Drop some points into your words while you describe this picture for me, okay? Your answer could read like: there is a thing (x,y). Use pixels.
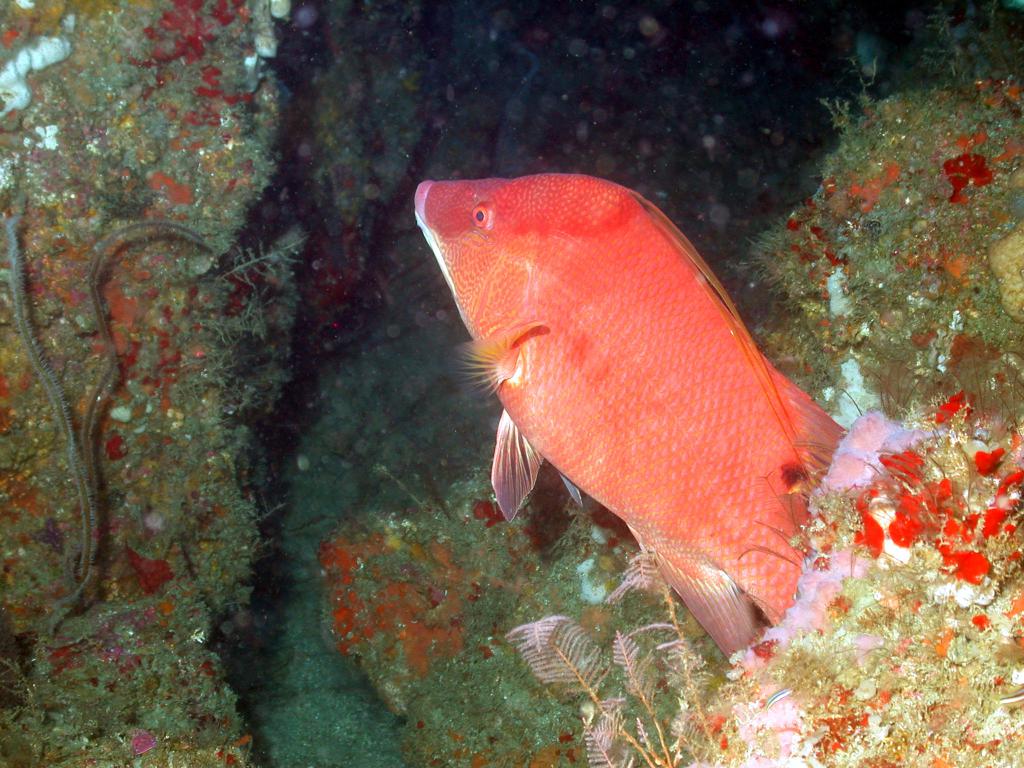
In this picture there is a fish (638,232) and there are plants (825,654) and the fish (771,590) is in red color.
